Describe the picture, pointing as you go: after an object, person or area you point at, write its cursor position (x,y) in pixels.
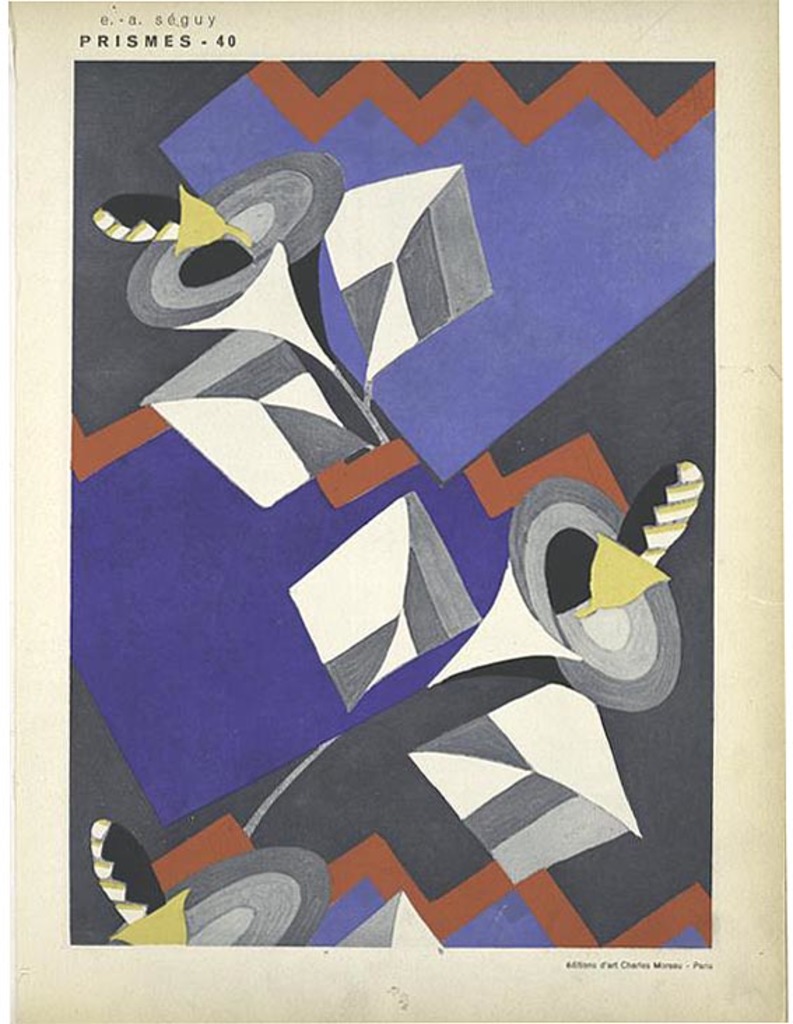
In this image I can see an art (443,364). I can see colour of this art (501,515) is blue, white, black, yellow and grey. I can also see something is written over here.
